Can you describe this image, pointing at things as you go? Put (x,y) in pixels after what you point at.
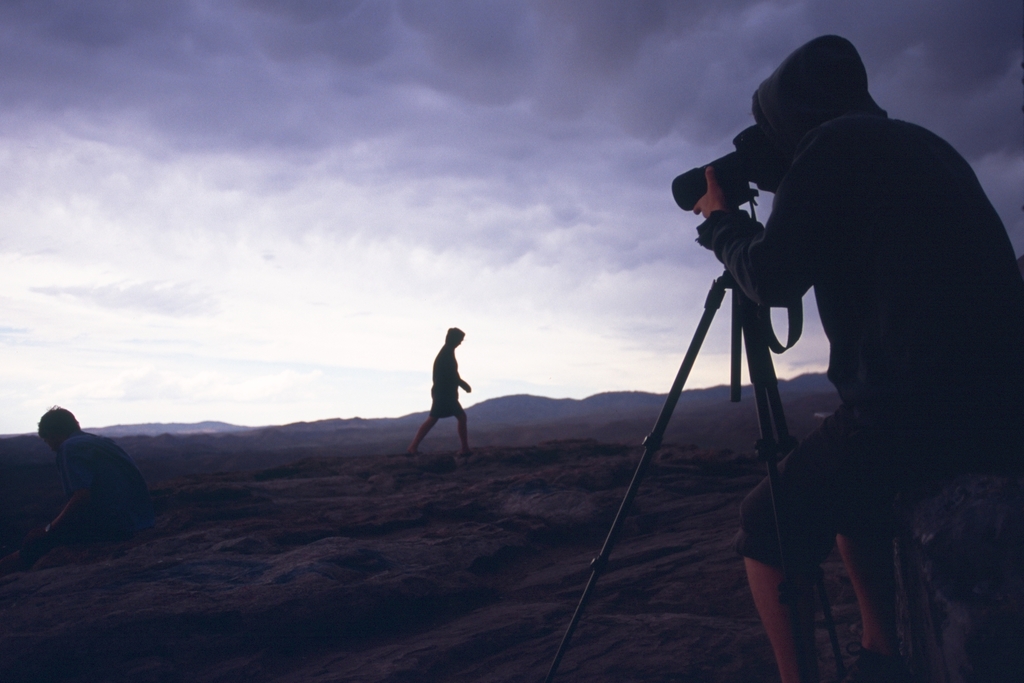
In this image, we can see a person (950,398) standing and we can see the camera stand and a camera (758,164), there is a person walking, at the top (377,120) we can see the sky (308,40).
